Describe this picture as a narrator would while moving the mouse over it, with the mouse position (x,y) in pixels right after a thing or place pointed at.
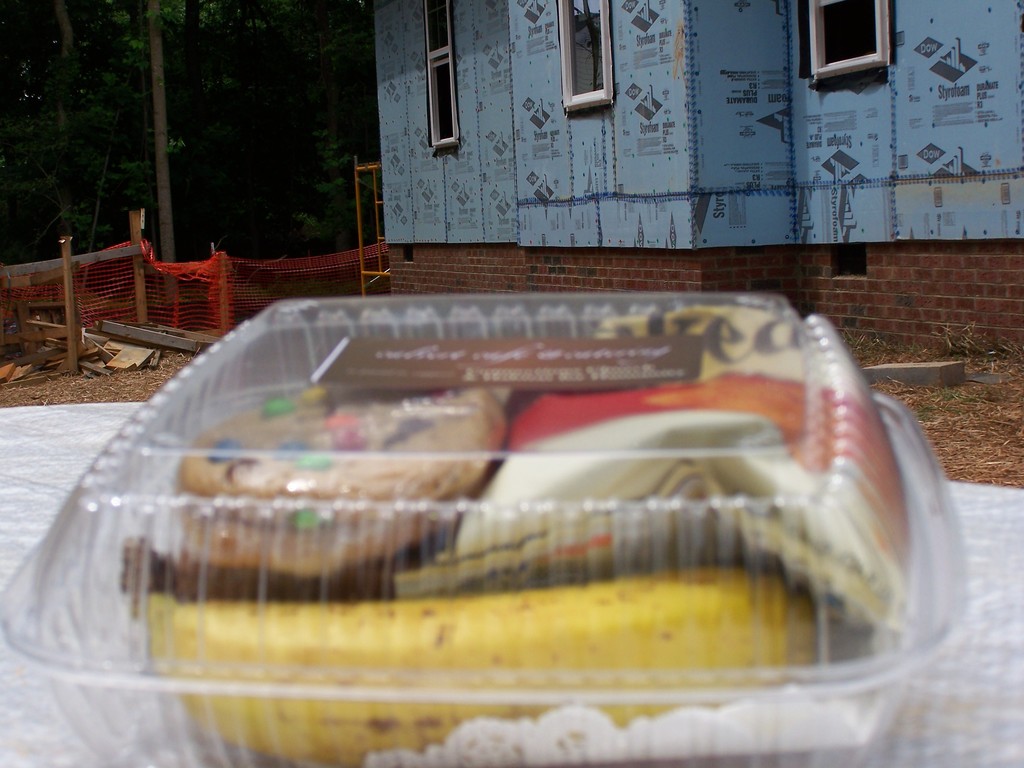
In the background (289,132) we can see trees (268,140). Here we can see a wall (621,273) with bricks (722,249). These are windows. Here we can see a mesh (362,263). Here we can see a transparent box (752,654) and we can see cookie (383,447), banana (469,635) and other food items (665,519).
